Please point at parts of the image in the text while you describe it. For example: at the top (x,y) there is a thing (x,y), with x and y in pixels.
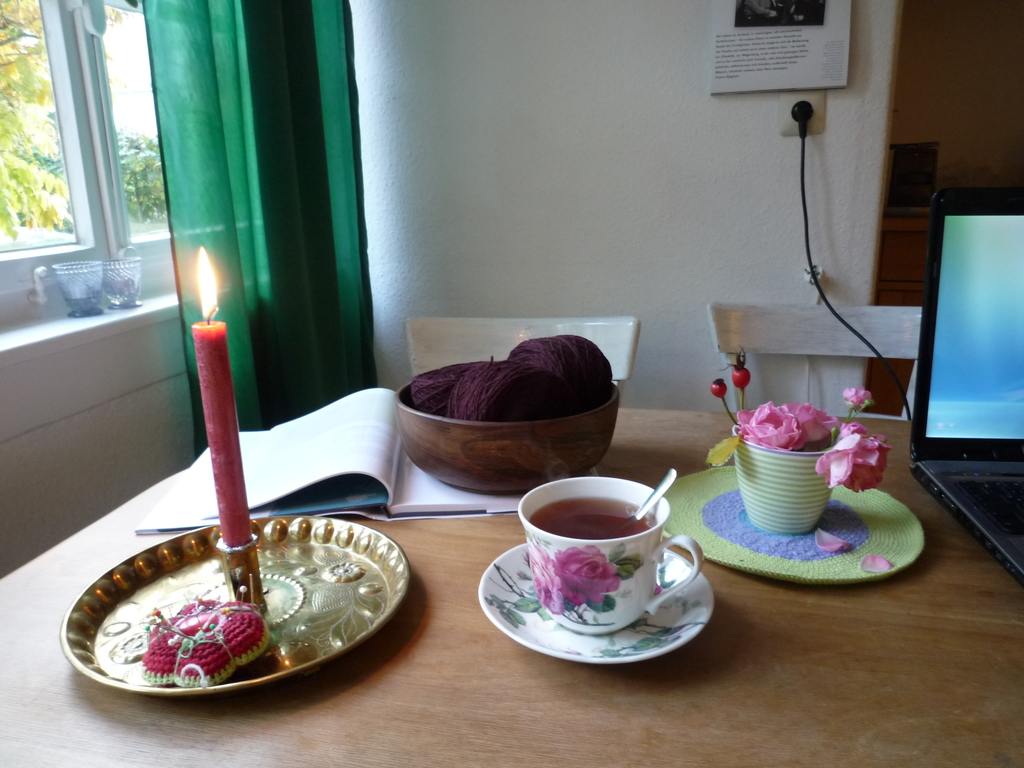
In this picture i could see a dining table (999,575) on the dining table (455,608) there is a cup (595,577) filled with tea (603,519) and spoon (655,495) within it and a saucer (518,620) under the cup (607,569) and flower pot (783,488) and flower carpet (784,565) woolen thread (512,400) holding in a bowl (508,430) and a candle (226,514) lit on the plate (217,537). there is book (316,480) on the table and a laptop (958,418) also there are white colored chairs (788,334) and green colored curtains (300,170) of the picture and glass window (67,149) with trees (23,135) outside.
